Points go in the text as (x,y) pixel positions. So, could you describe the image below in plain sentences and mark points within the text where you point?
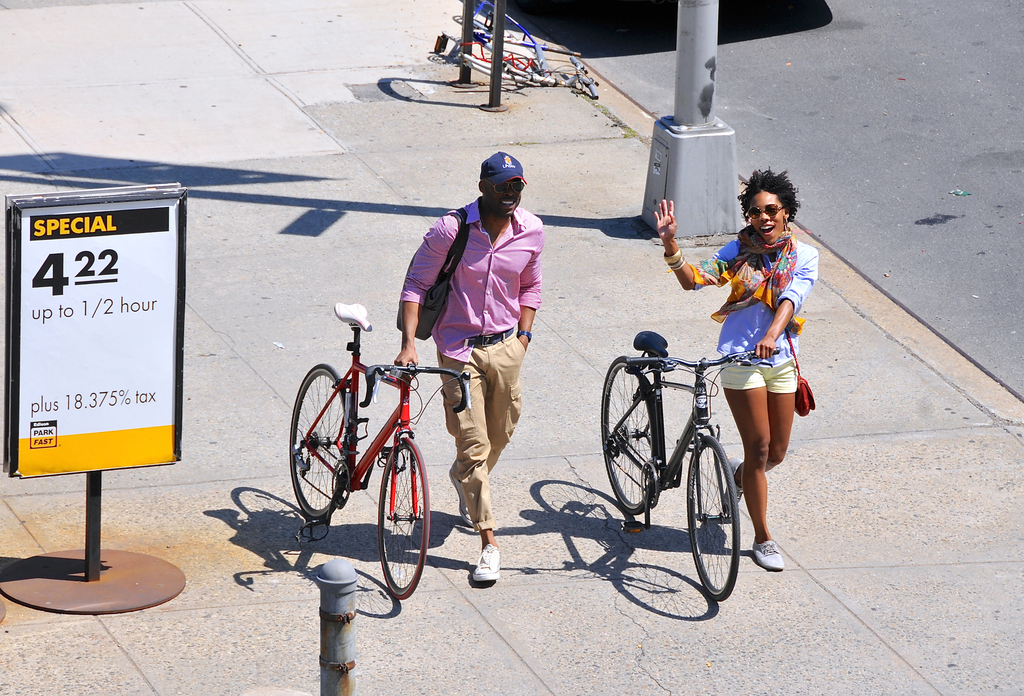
In this image, two peoples (498,440) are walking on the platform (599,513). They are smiling and they are holding bicycle (620,399). On left side (180,402), we can see a board (168,400) and bottom there is a pole (350,585). And right side (928,280), we can see road (735,111), pole (689,79), another bicycle (523,50) here.
